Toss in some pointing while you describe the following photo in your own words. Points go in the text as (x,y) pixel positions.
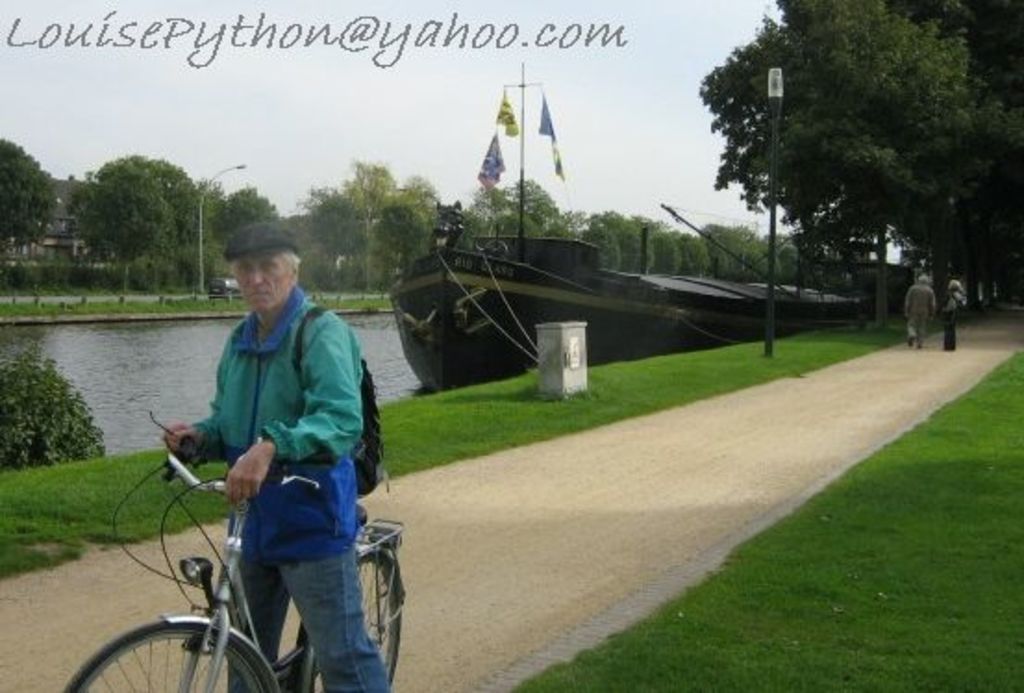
In this picture we can see the old man (297,408) wearing green and blue color jacket (325,454) and standing on the bicycle (398,616) in the way of pedestrian walk (426,620). Behind we can see the grass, wooden ship (476,328), lake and trees (375,220). In the background (121,247) we can see the some trees (235,221), light pole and clear sky (313,159).
